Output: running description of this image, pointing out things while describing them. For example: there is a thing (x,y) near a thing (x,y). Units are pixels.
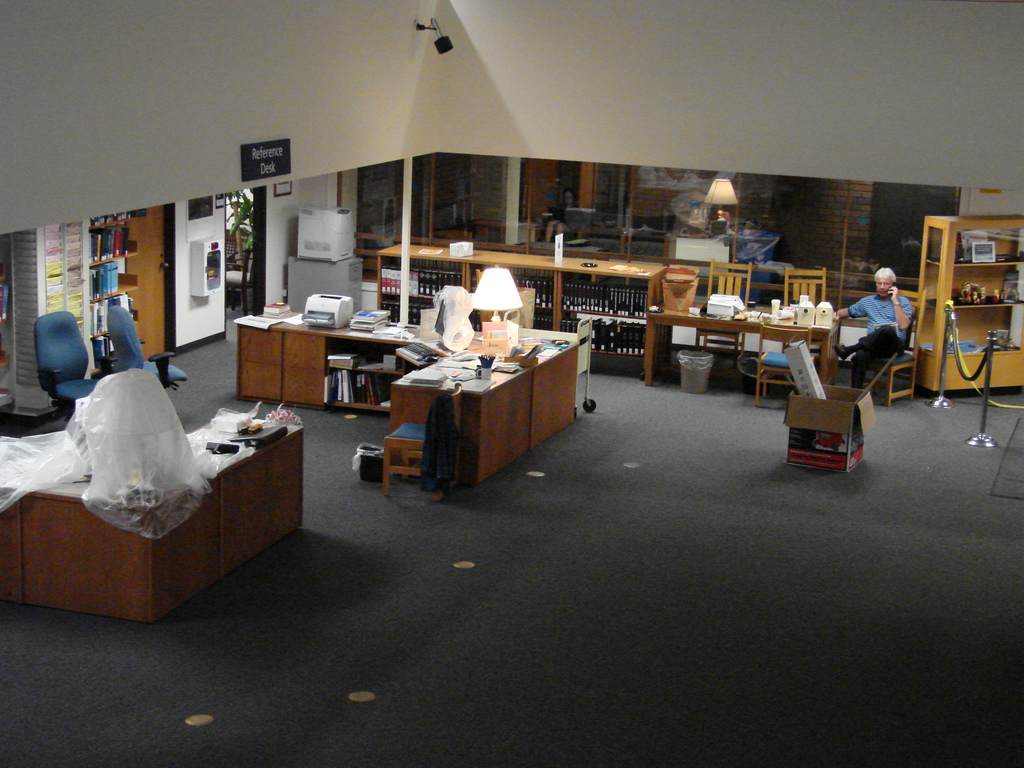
The image consists of man (871,345) sitting on chair (908,367) at right side (921,351) corner and there are many racks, books (615,308), lamps (723,191) all over, it's all looking messy. It seems to be office area (834,328) and there is a security camera (441,41) over the top.
